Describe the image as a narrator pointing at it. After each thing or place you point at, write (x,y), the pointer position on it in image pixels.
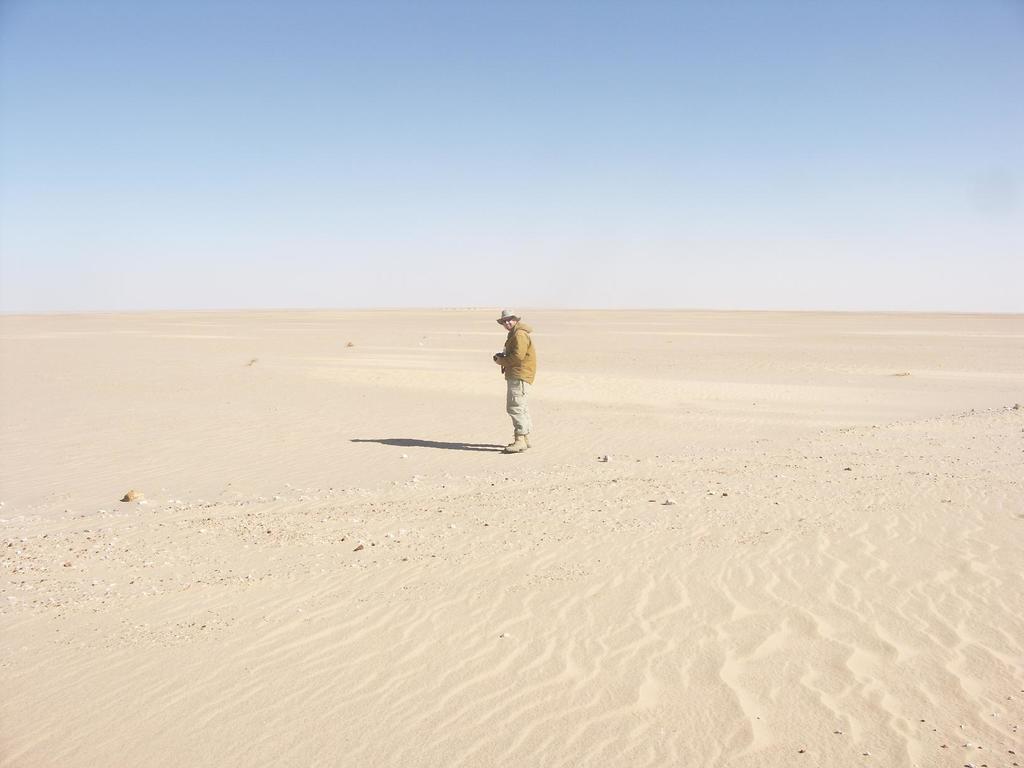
In this image I can see the ground (306,614) and a person (532,369) standing on the ground (485,410). In the background (518,167) I can see the sky (663,119).
